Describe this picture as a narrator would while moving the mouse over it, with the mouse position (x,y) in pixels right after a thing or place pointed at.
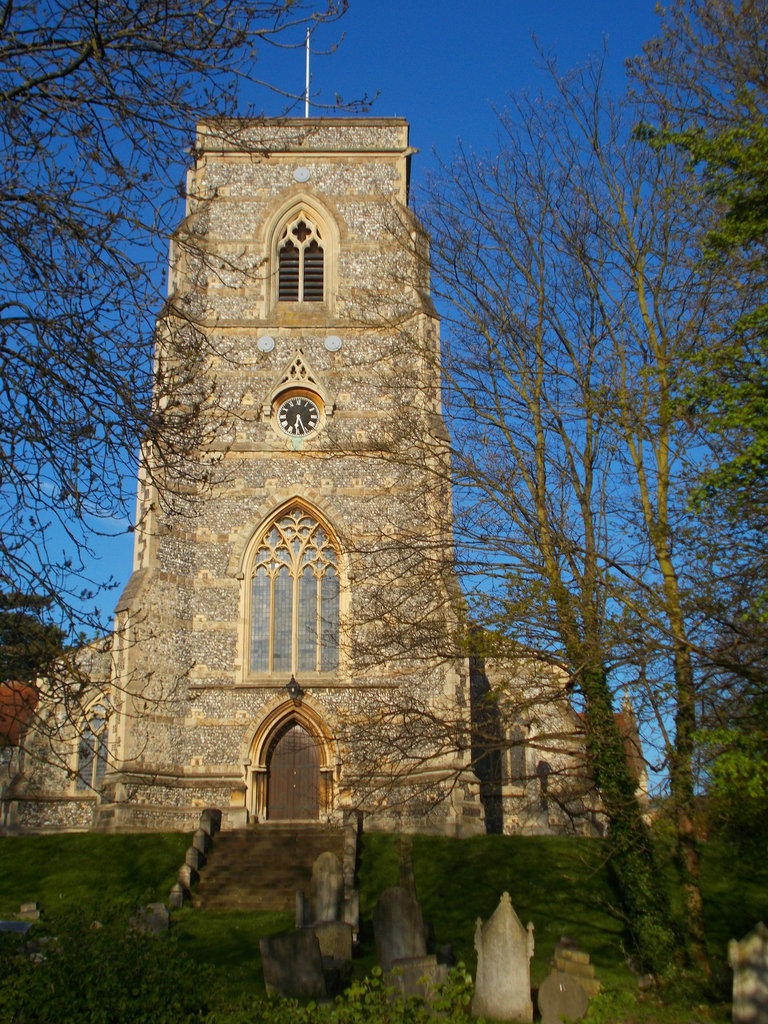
In the center of the image (394,522) there is a tower (289,368). At the bottom (225,983) we can see grass (227,983) and stairs (283,905). In the background (539,59) there are trees (2,12) and sky (446,136).
